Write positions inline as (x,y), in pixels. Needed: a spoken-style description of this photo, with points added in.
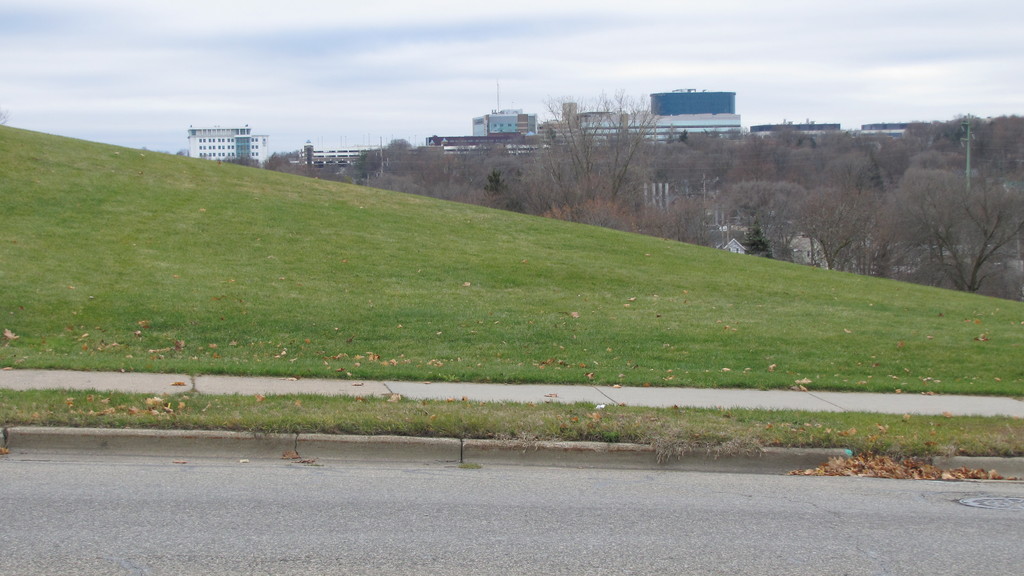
At the bottom of the picture (322,527), we see the road (312,490). Beside that, we see grass (464,309) and dried leaves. There are many trees (649,178) and buildings (504,128) in the background (452,190). At the top of the picture (345,88), we see the sky (514,105) and this picture is clicked outside the city.
